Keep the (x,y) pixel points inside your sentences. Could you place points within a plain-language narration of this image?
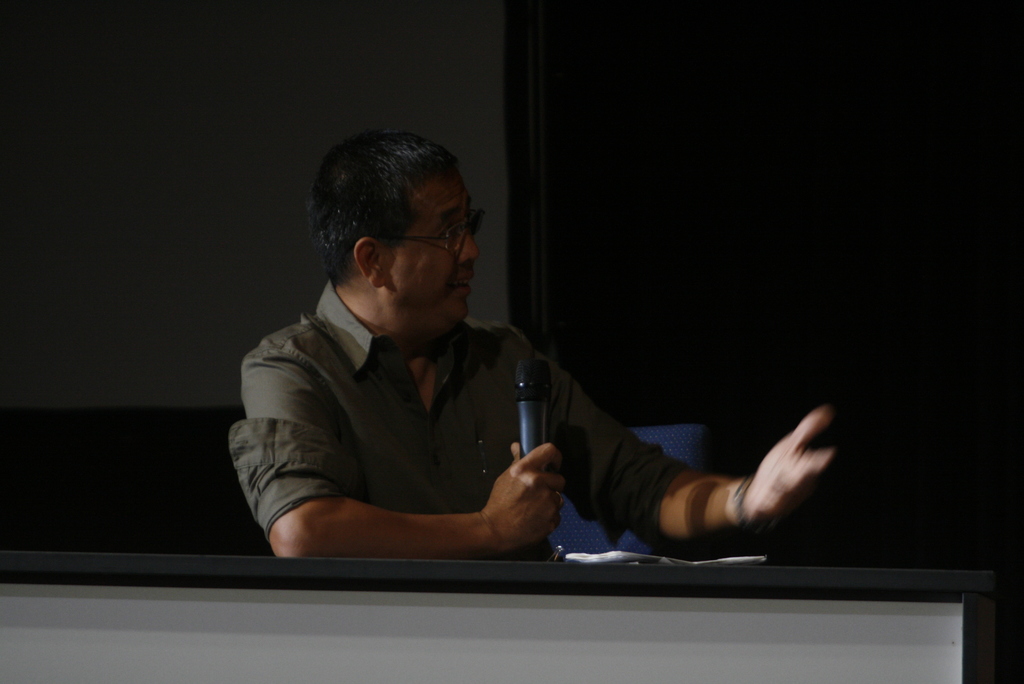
In the image there is a man (616,462) who is sitting on chair (663,440) and holding a microphone (530,427) and opened his mouth (473,276) for talking and there is a table (727,573) in front of a man (610,477). On table (619,565) we can see a paper (655,557) in background (184,103) we can see screen (180,111).
